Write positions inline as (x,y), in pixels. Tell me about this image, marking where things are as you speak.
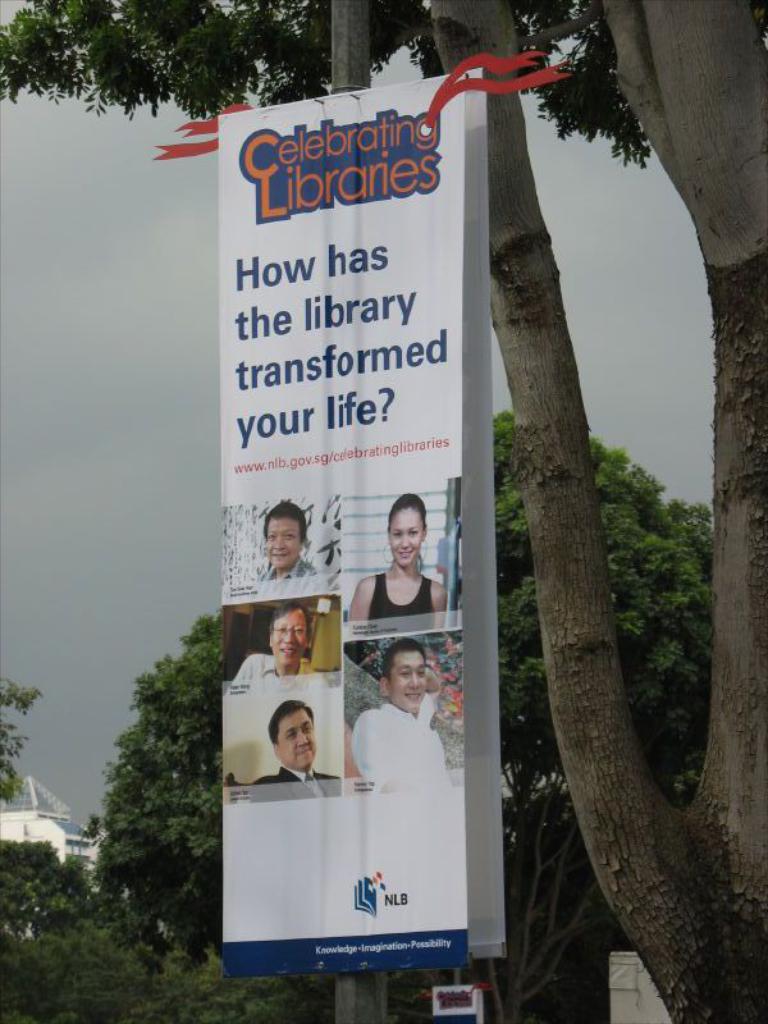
In this picture we can see a banner (481,780), trees (130,900), building (10,829) and in the background (67,718) we can see the sky (89,409).
